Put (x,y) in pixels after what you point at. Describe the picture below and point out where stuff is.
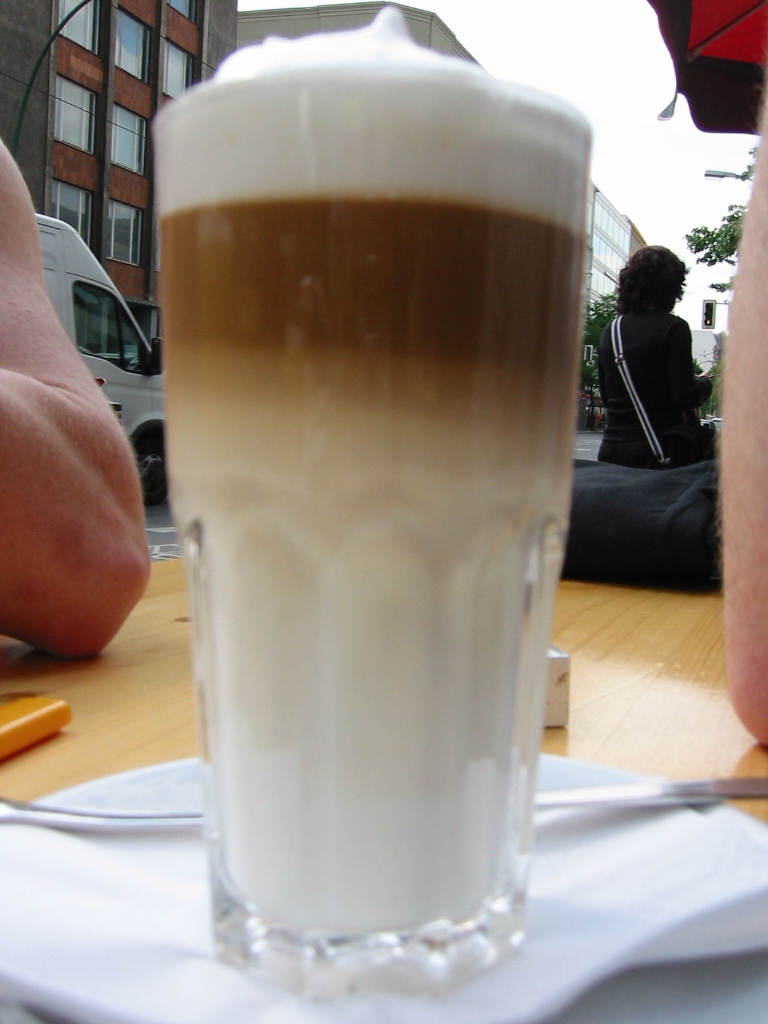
There is a wooden surface (128,714). On that there is a glass (342,452) with a drink (304,451). It is on a white surface (583,853). In the back (643,395) there is a person (644,358). In the background (162,73) there are buildings (169,27), vehicle (107,308), trees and sky (694,268).
